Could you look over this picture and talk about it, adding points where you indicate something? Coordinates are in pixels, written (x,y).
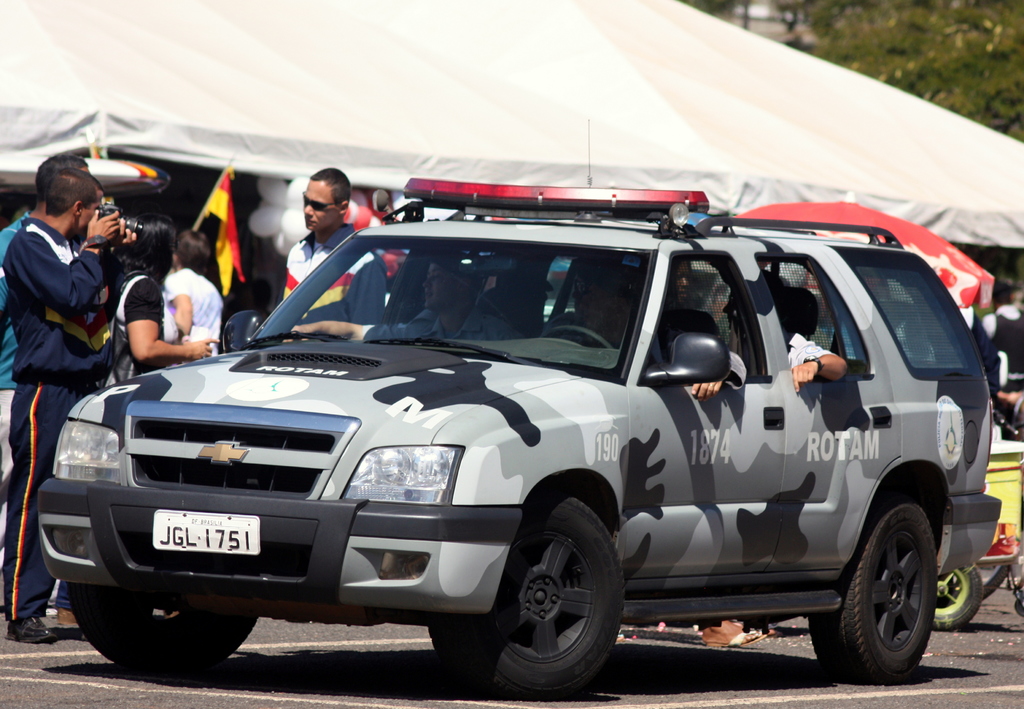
There is a car (489,415) in the given picture with some people (449,315) in it. In the background (304,248) there is a guy (318,235) posing for a picture and a photographer (64,290) is taking it. In the background (365,99) we can observe a white color tent (482,77) and trees (931,69) here.
